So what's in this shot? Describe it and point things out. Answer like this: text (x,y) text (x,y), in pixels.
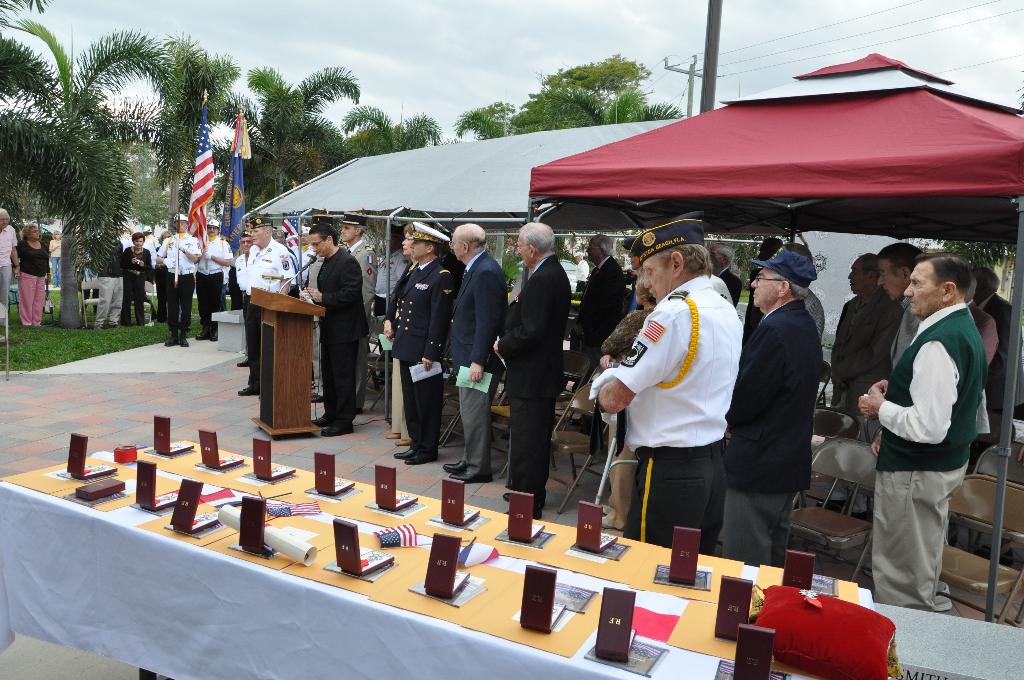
In this picture I can see there is a person (332,307) standing behind a wooden table (277,326) and there is microphone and he is speaking and there are some other people (490,396) standing here. These people (190,286) are holding flags (209,201) in their hands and there is a table (397,519) with some objects (211,463) placed on it. In the backdrop (453,65) the sky (265,49) is cloudy.
